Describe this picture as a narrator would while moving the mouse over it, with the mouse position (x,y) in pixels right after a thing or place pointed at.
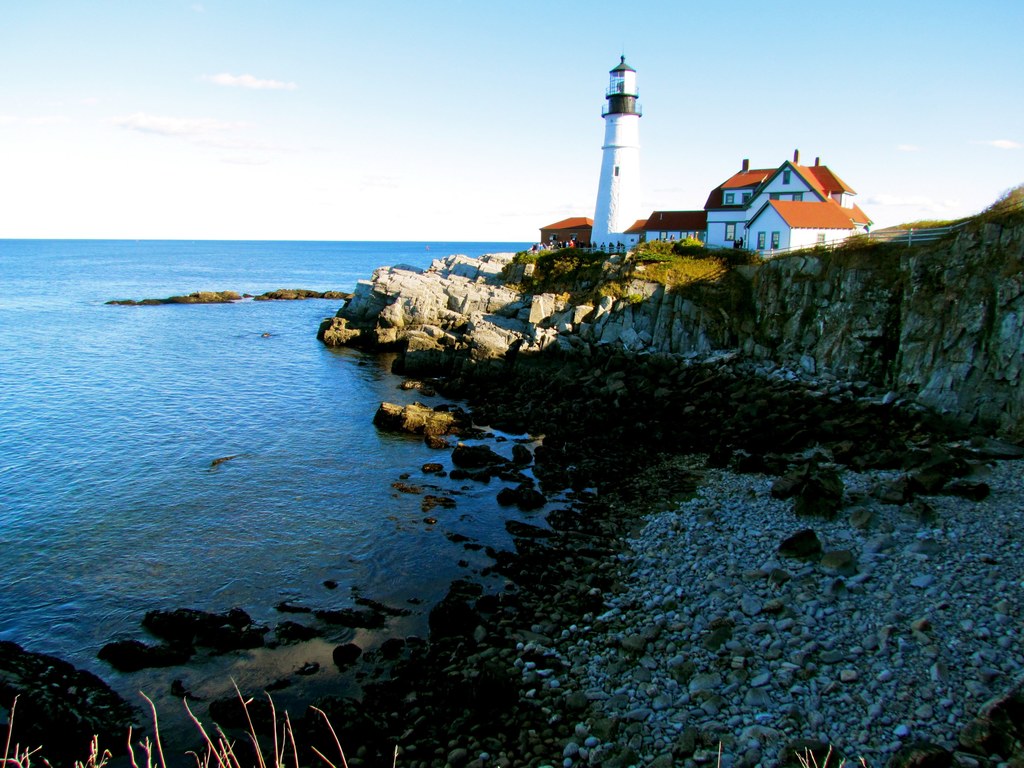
In this picture I can see a light house (599,198) and few houses (722,234) and I can see water (173,422) and few stones (736,637) and I can see a blue cloudy sky (342,140).
